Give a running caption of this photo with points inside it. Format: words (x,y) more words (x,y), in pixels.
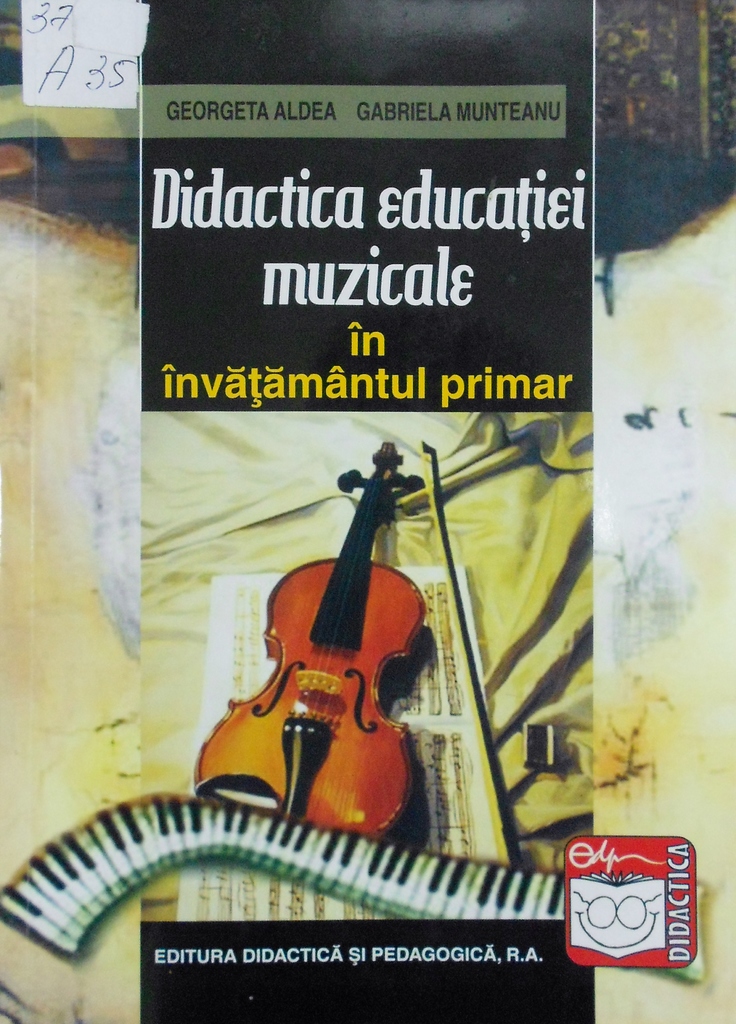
In this image, we can see a poster (731,182), on that poster (38,557) we can see a violin picture (297,671) and there is some text (337,225) on the poster (381,215).
